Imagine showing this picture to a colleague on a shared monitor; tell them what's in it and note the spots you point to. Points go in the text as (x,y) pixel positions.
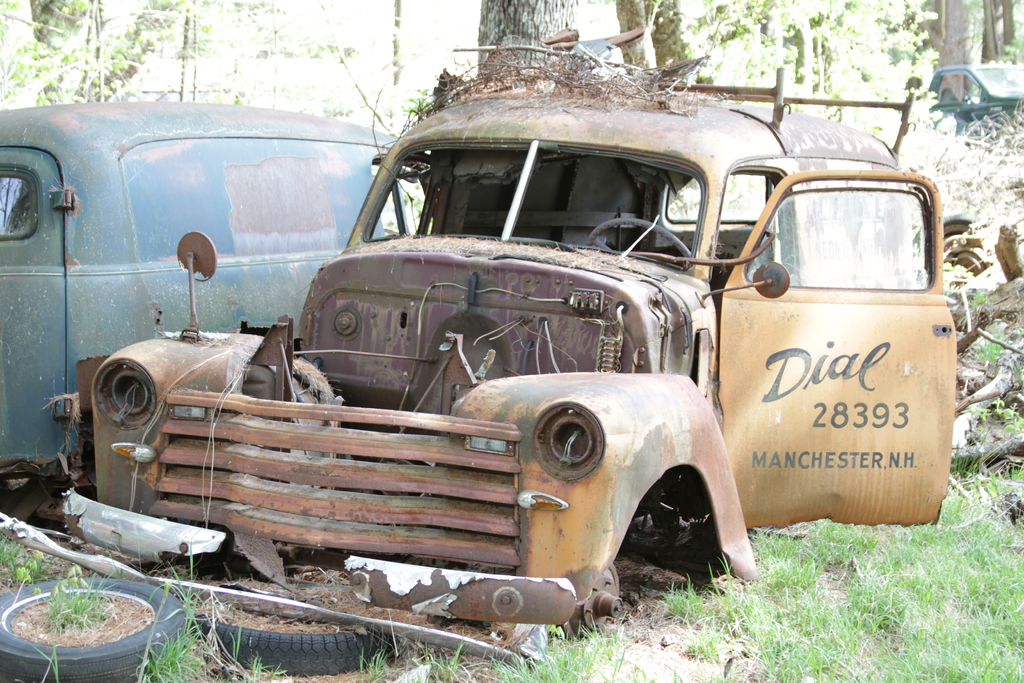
In this image we can see abandoned vehicles (434,285), tyres (277,637), trees (56,72) and grass (924,586) on the ground (411,677).
